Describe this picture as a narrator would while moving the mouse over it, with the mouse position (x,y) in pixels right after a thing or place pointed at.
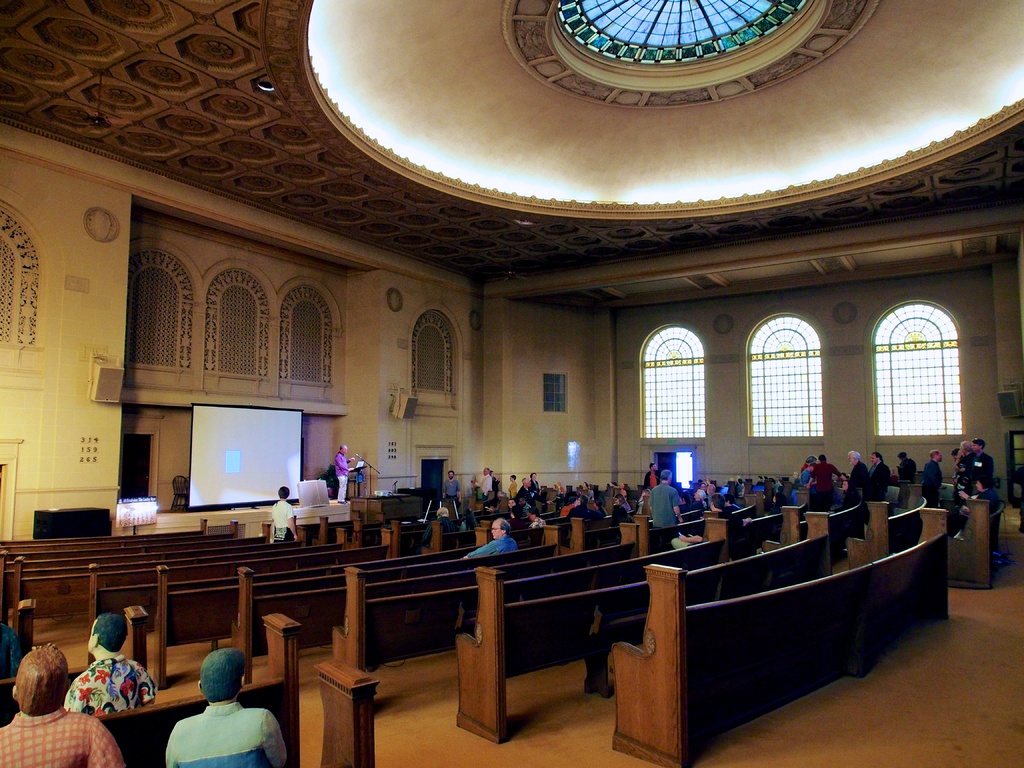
In this image, in the middle (682,496), we can see a group of people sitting on the bench (647,596), a few people (654,518) are standing on the right side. In the left corner (108,762), we can see few toys (109,743) are sitting on the bench (121,733). On the left side (283,475), we can see a screen (295,489). In the background (428,473), we can see a group of people (669,475), podium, door (691,460), glass window (758,342). At the top (644,57), we can see a roof (726,107).
